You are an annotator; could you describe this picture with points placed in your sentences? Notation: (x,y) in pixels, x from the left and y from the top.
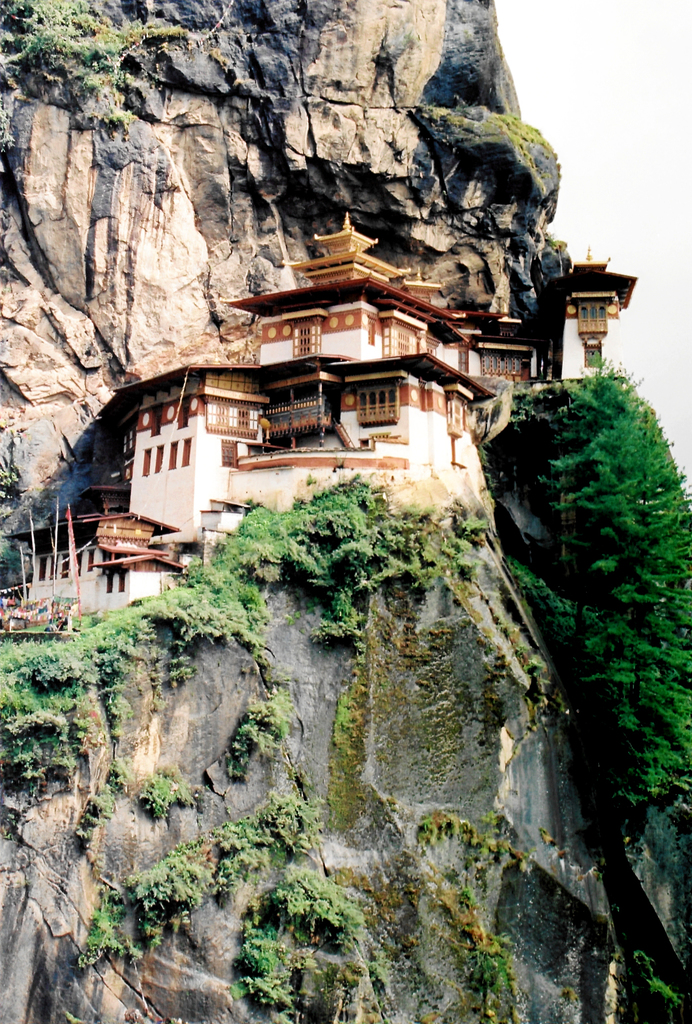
This picture is clicked outside. In the center (257,465) we can see the houses (349,431) and the windows (412,340) of the houses (180,452). On the right (647,451) we can see the plants (591,442). In the background (550,107) we can see the sky (615,81) and we can see the rocks (267,17).
